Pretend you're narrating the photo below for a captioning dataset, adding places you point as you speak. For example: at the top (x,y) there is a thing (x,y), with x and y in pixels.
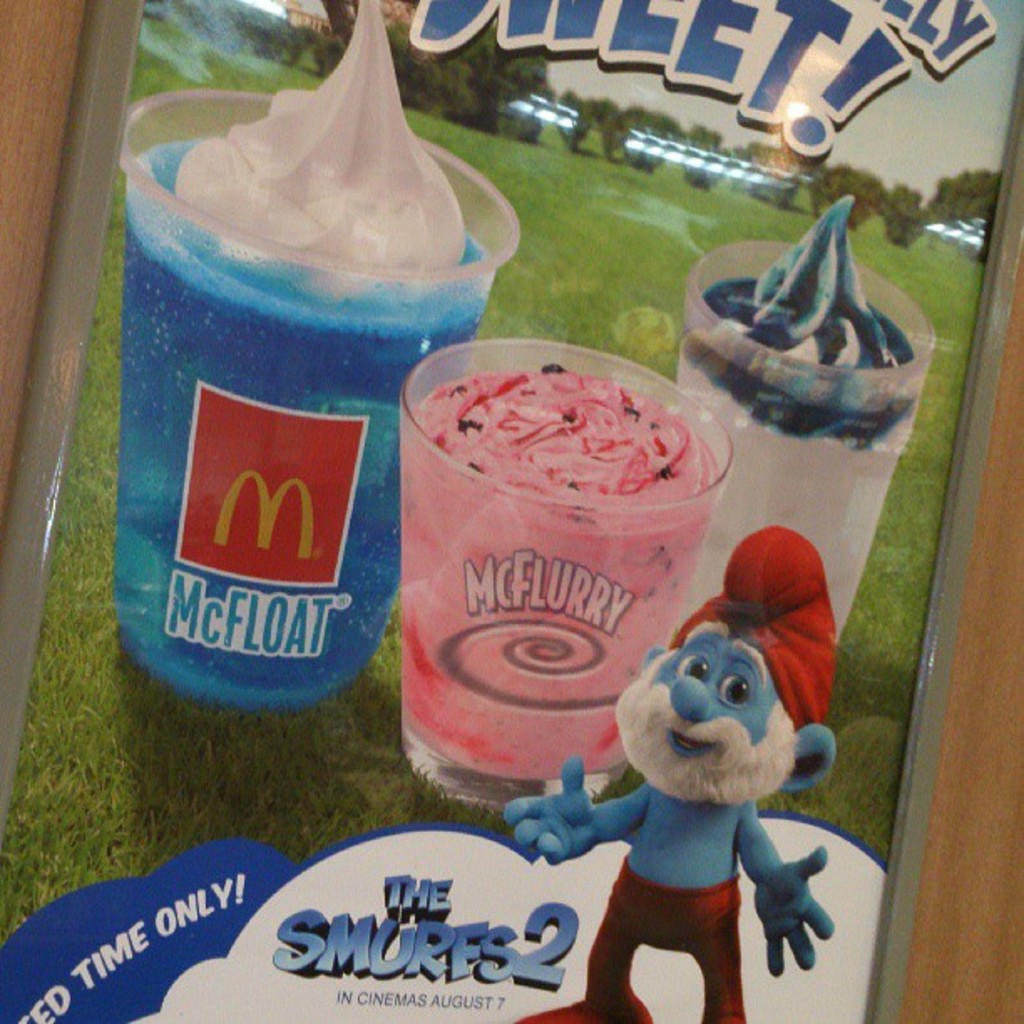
Here I can see a photo frame (704,329) on which I can see three glasses (483,419), grass (130,790), trees (409,74), some text (681,82) and a cartoon image (665,867). In the background (975,723) there is a wooden surface (986,883).
